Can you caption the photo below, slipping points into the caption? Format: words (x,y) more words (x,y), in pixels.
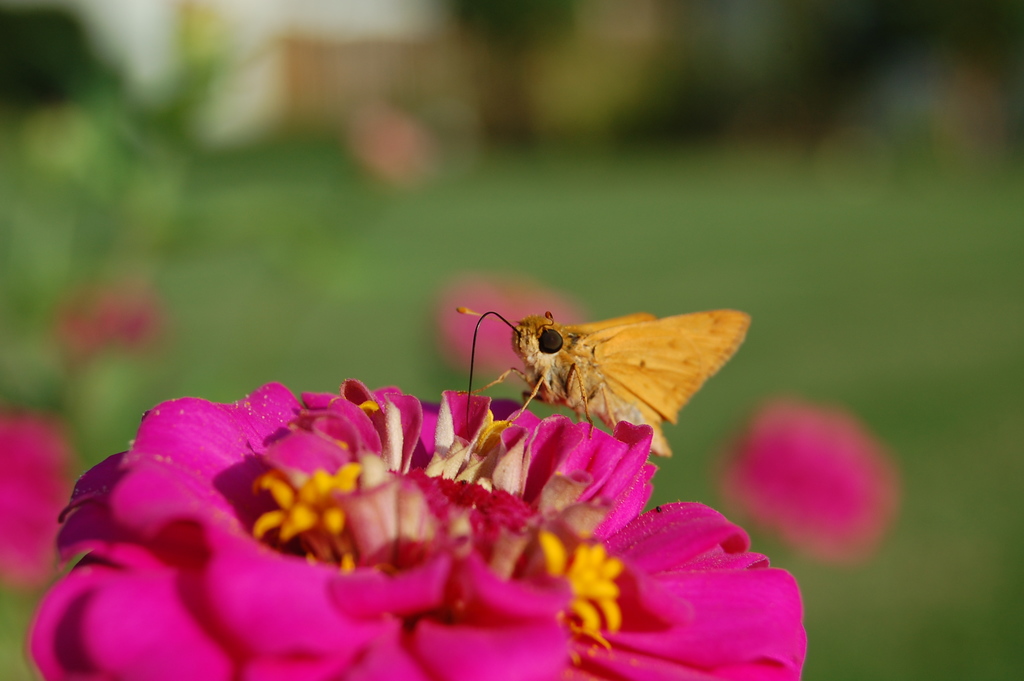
In this image there is a insect (668,353) sitting on the flower (349,553) behind that there are so many plants (156,341) and flowers (112,341).
